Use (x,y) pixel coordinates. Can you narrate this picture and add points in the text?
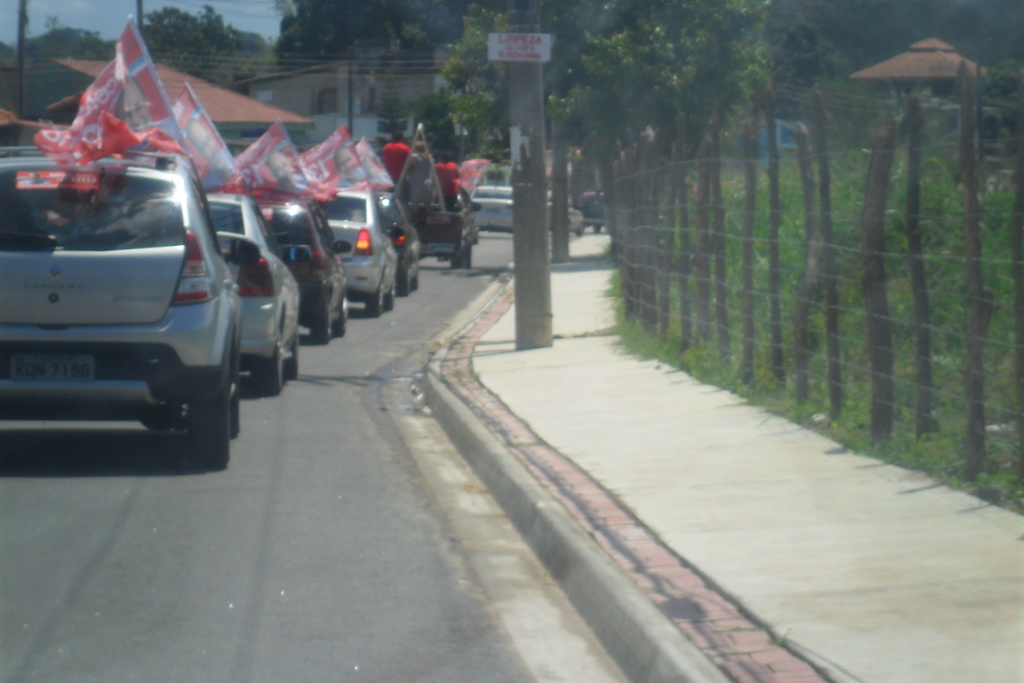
On the left side (178,520) there is a road (291,499). On that there are many vehicles (286,243) with flags (320,167). Near to the road (297,483) there is a sidewalk (582,297) with pillars (543,155). On the right side (724,215) there is a fencing (980,313). Also there are trees (450,32). In the back (312,86) there are buildings (286,78).
